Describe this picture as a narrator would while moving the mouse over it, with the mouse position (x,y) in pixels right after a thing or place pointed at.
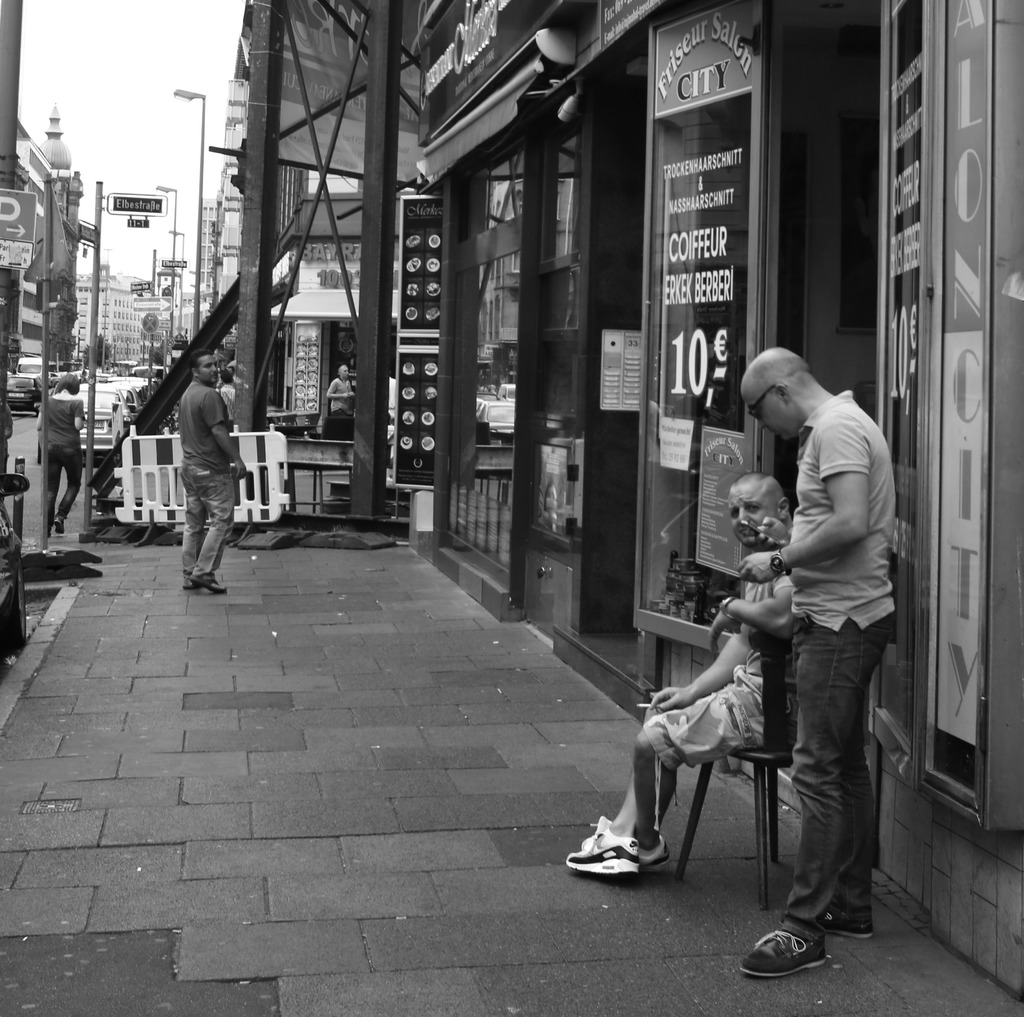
In this image I can see buildings (555,329). There are few people (818,519), boards (33,206), lights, poles (46,198) and in the background (79,88) there is sky (103,88).
